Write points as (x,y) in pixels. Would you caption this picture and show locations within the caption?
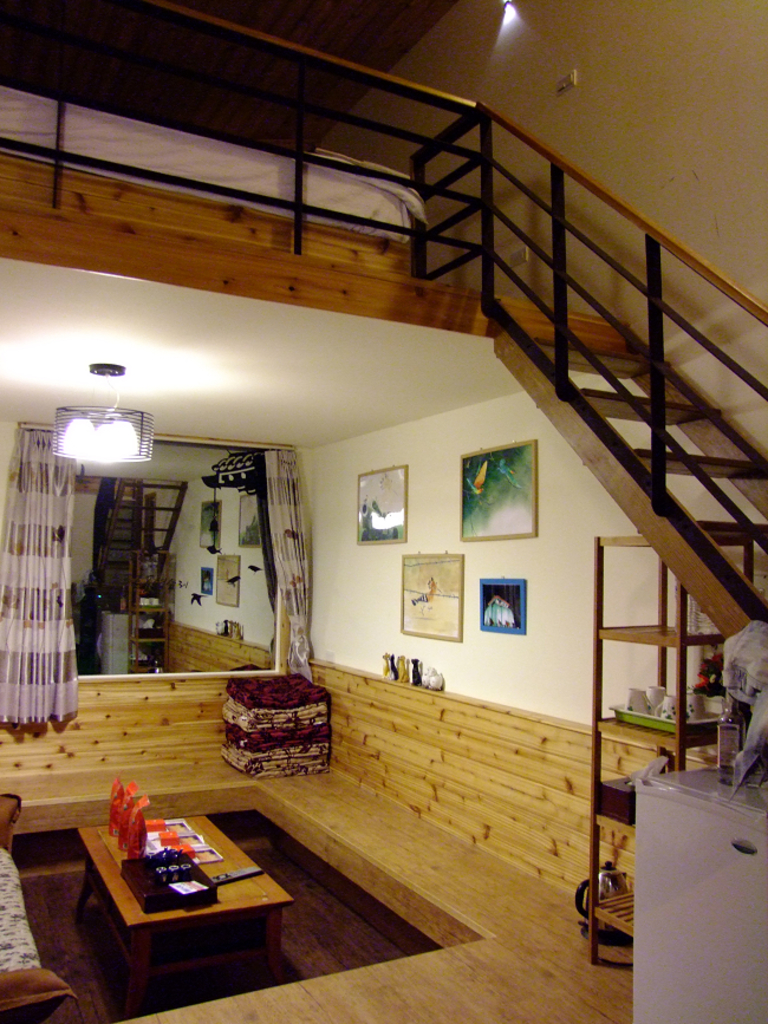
In this image I can see inside view of room (241,320), in the room (328,679) there is a table (107,854), sofa chair (9,986), wooden table (368,814), on the table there are bed sheets (299,699) and a rack (592,893), in the middle (266,541) there is a curtain (19,718), wall (424,544), photo frames (480,486) attached to the wall (496,435) and a light (135,439) attached to the roof (487,364), there is a stair case (539,359) visible at the top (702,339).
